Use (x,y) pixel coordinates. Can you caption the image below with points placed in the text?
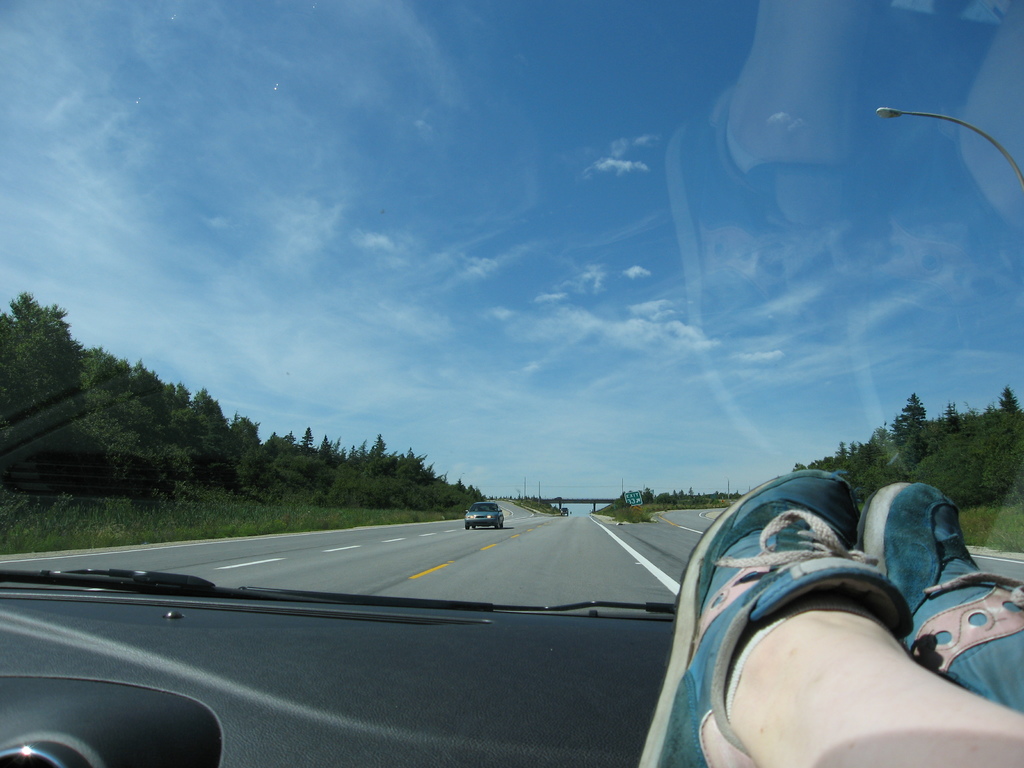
The picture is clicked inside a vehicle (617,677). On the road (492,534) a car (497,522) is moving. In the bottom right (837,643) we can see two legs (795,624) with shoes (910,602). On both side of the road (482,559) there are trees (909,471). In the background (583,505) we can see a bridge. The sky (562,283) is cloudy.
